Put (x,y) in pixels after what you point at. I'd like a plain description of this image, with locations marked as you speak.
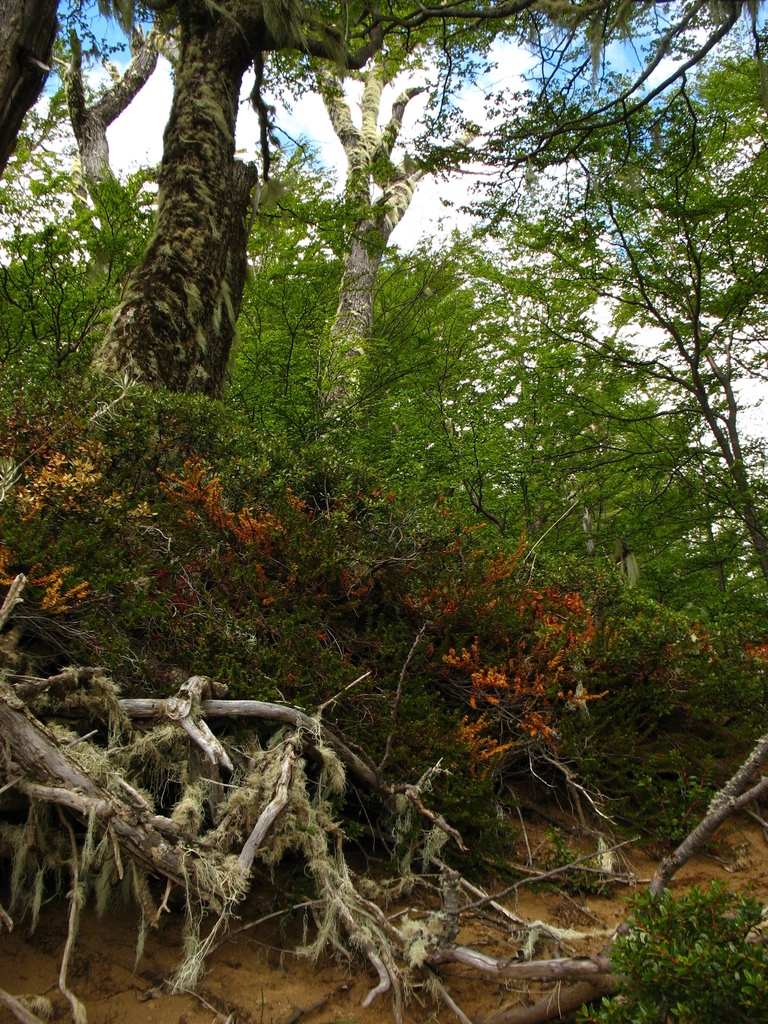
In this image I can see few trees (356,423) which are green in color and few flowers (489,674) which are orange in color. I can see the roots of the trees (620,431) which are cream in color and the ground (321,959). In the background (419,126) I can see the sky (405,122).
